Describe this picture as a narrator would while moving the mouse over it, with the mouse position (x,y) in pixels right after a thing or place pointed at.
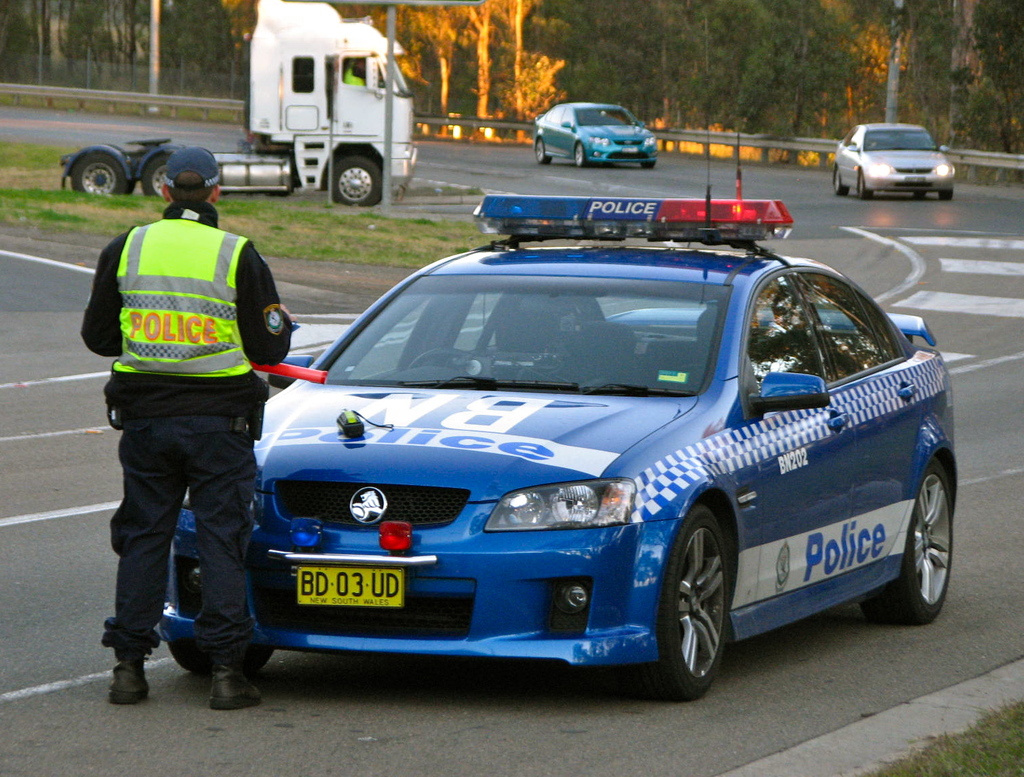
This picture is clicked outside on the road (92,253). On the left (186,241) there is a police man (205,390) standing on the ground (63,262). On the right (686,475) there is a blue color car (620,434) parked on the road (874,675). In the background (545,130) we can see the vehicles (588,107) running on the road (942,211) and we can see the green grass (376,219) and the trees (620,66) and some poles (159,23).
